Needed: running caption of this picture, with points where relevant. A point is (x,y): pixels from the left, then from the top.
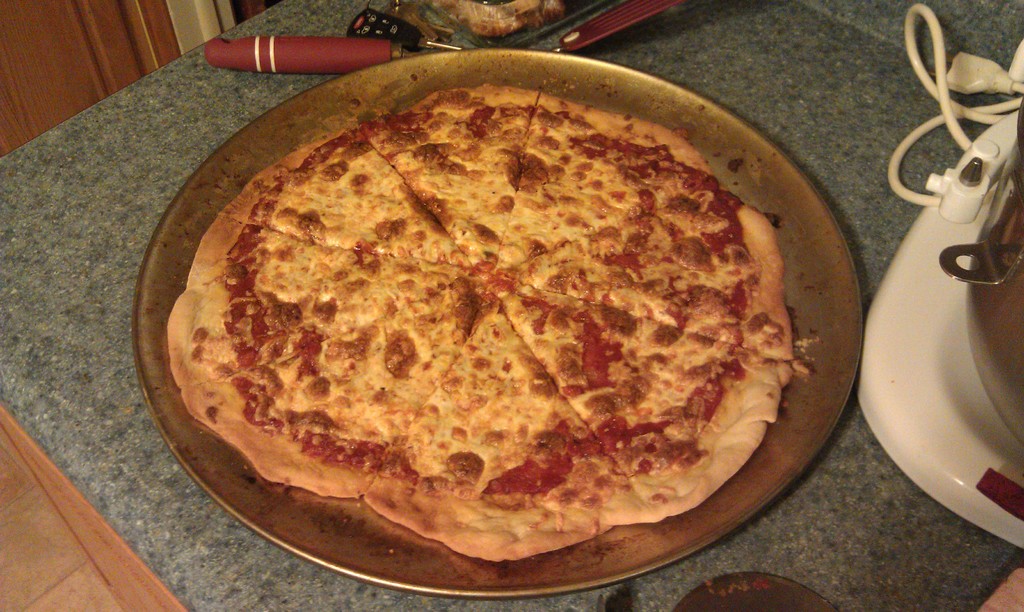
In this image we can see food (469,444) on a plate (252,530). Beside the plate (311,97) we can see few objects (878,312). In the top left (73,43), we can see a wooden object (77,49).
